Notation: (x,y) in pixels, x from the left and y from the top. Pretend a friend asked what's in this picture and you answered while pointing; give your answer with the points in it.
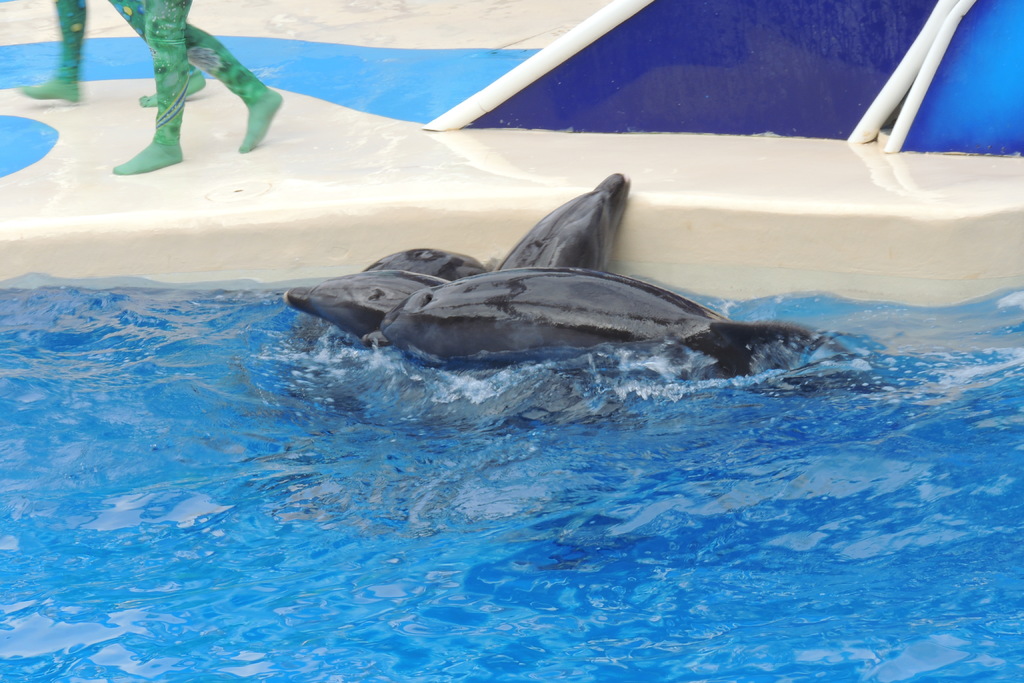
In this picture we can see dolphins (356,331) in the water (230,442) and in the background (275,113) we can see two people (167,38) are walking on a platform (274,155).
